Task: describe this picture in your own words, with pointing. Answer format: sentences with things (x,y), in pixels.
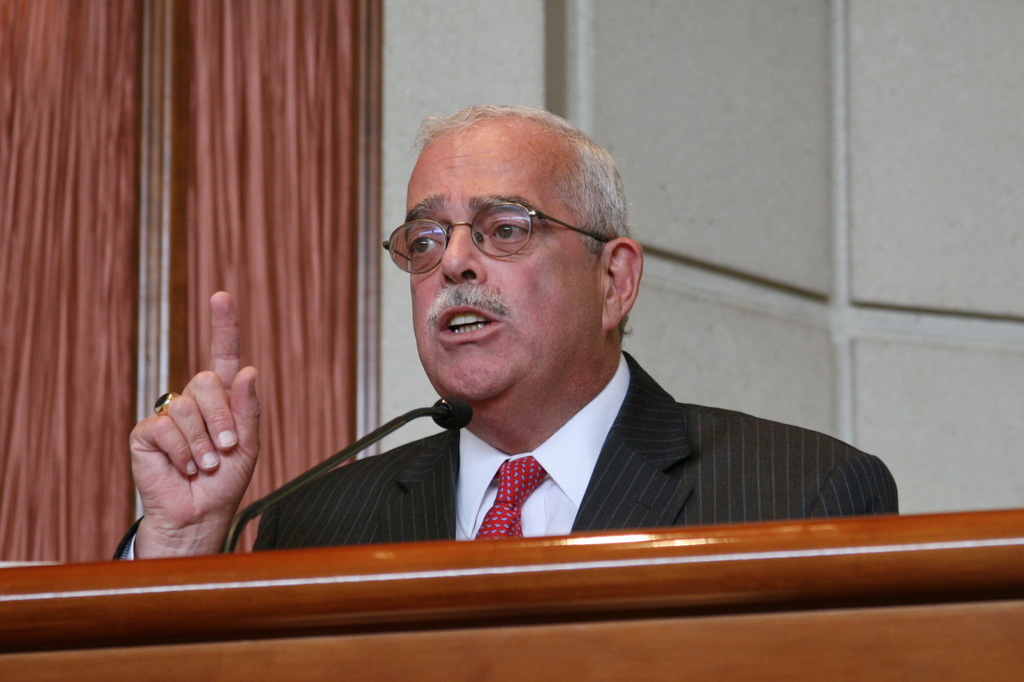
There is a person (558,373) wearing specs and black suit (437,478) is speaking. In front of him there is a mic (336,455) and a stand (491,612). In the background (767,114) there is a wall (633,64).
